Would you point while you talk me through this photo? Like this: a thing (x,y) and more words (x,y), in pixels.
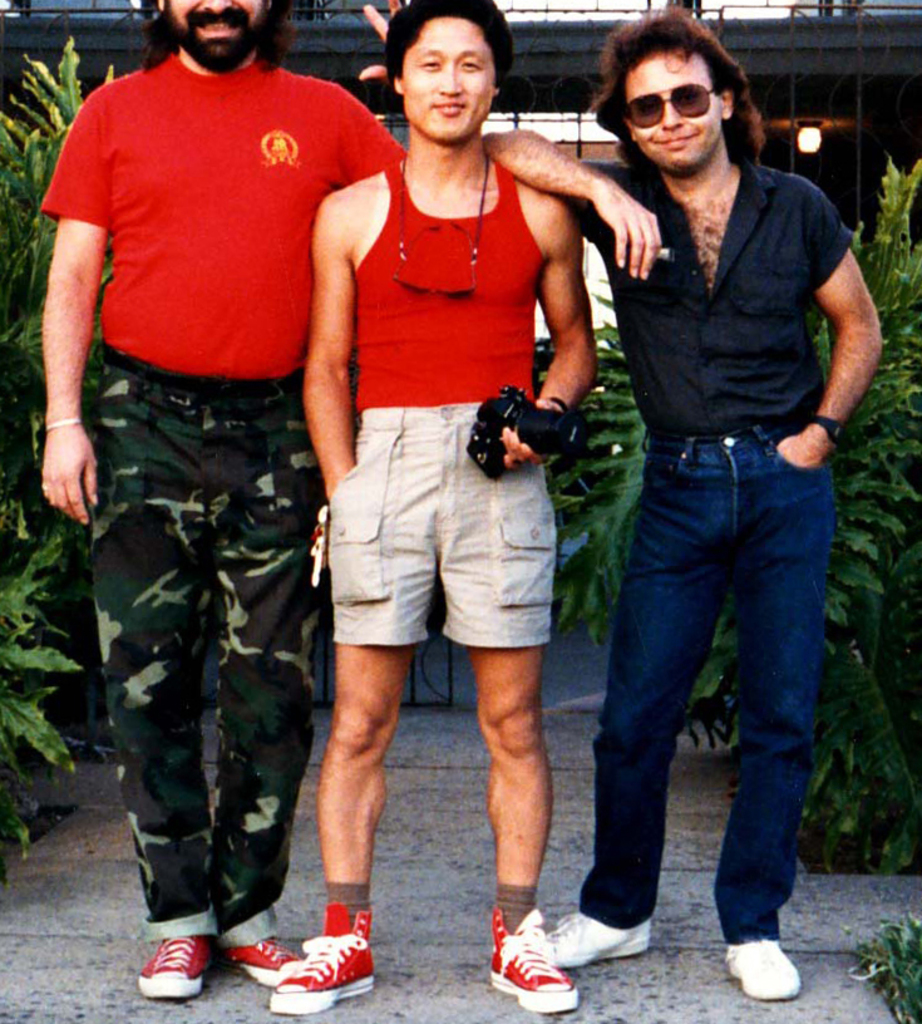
In this image we can see three persons (408,579) standing and smiling, among them, one person (398,571) is holding a camera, there are some plants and a light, in the background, we can see a building (892,38).
